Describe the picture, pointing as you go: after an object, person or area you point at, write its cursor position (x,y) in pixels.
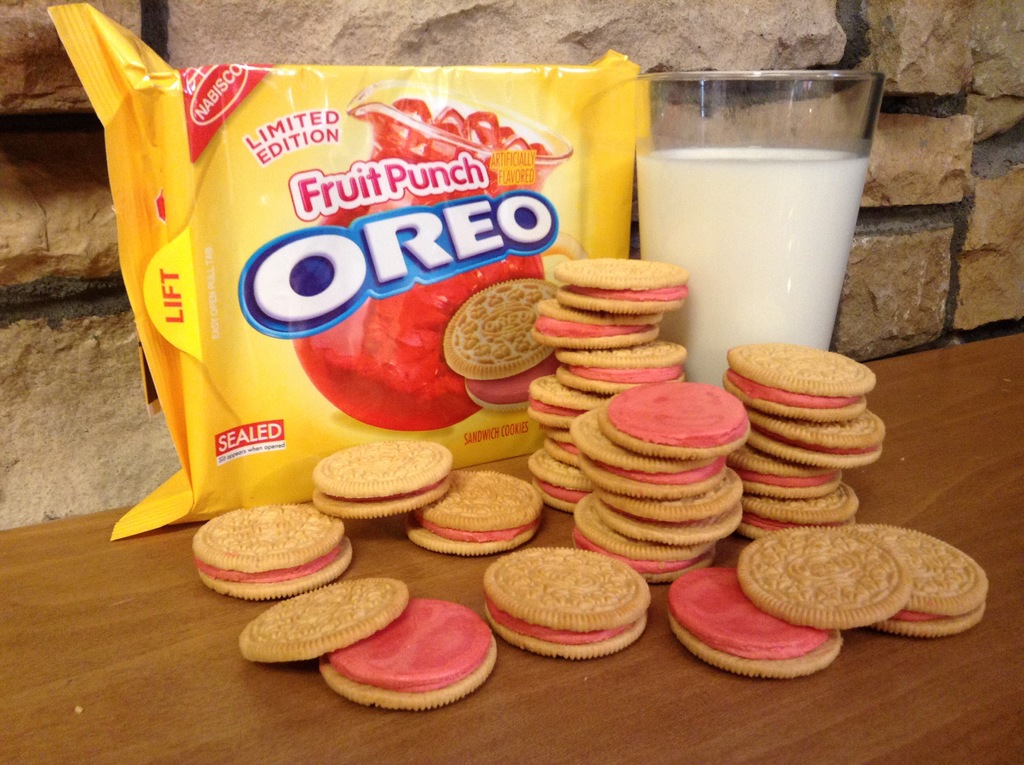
In this image, we can see a table (919,370) contains some biscuits (803,451), packet (306,394) and glass (749,101) with some milk (769,265).
